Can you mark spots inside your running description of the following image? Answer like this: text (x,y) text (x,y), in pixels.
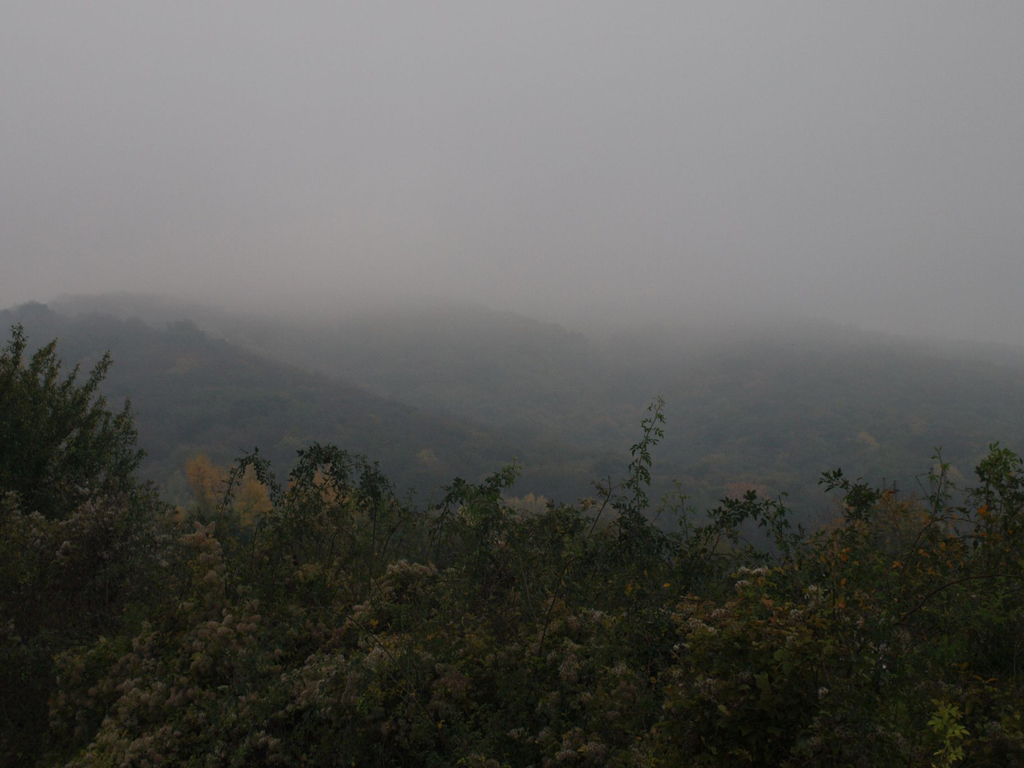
In this picture there is greenery (481,506) at the bottom side of the image (707,538) and there is smoke (438,243) in the center of the image (495,312).
